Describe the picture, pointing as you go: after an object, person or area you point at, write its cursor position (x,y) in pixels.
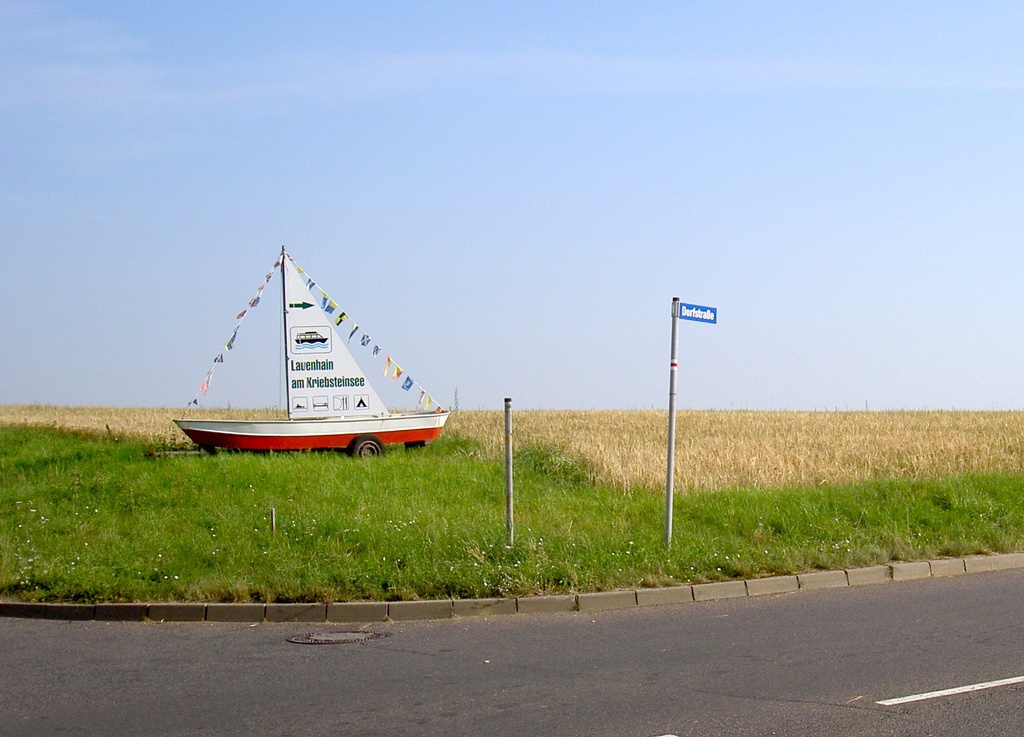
In this picture we can see a sign board (307,360), few metal rods (675,340) and a boat (263,437) on the grass (329,521), in the background (786,437) we can find field (611,428).
